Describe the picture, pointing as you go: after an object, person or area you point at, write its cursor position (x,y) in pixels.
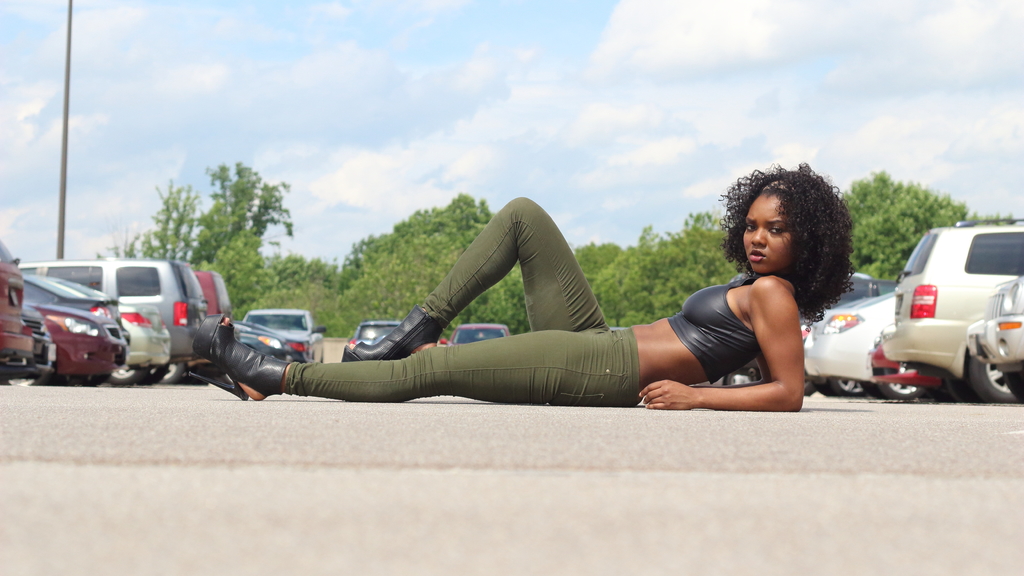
In this image there is a lady (773,328) lay on the road (515,410), around her there are vehicles (953,283) parked. In the background (187,248) there are trees (230,256), pole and the sky (435,123).
